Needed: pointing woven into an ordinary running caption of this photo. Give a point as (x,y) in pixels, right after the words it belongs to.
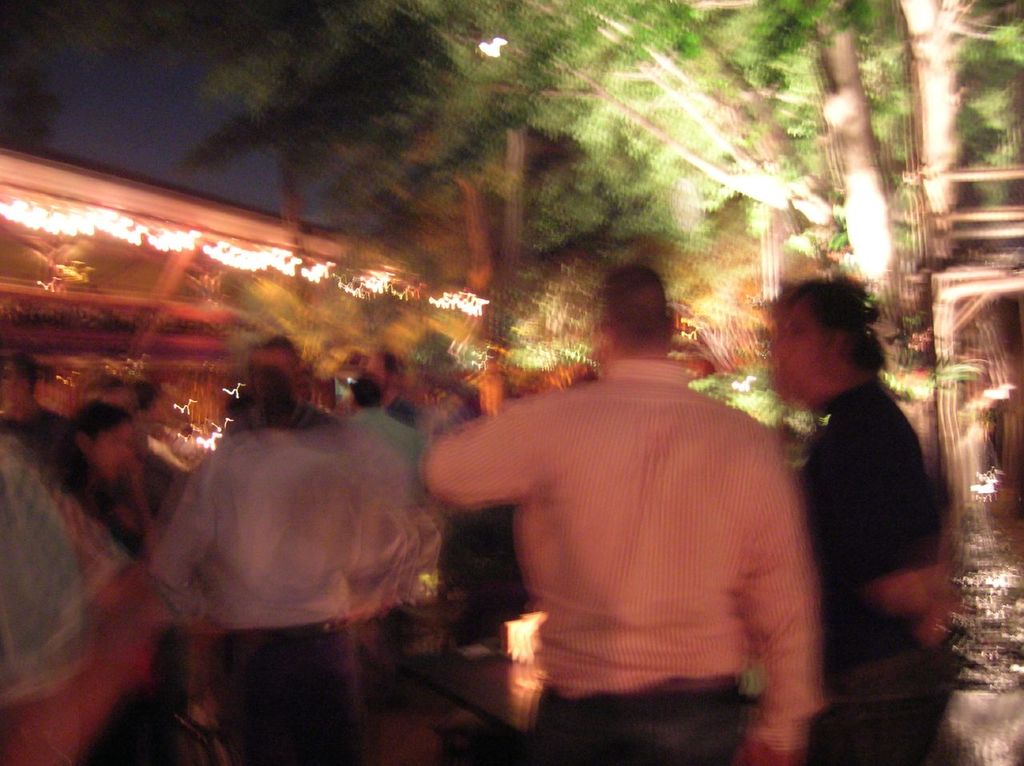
This is a blurred image. We can see there is a group of people (110,443), trees (544,133) and lights (119,227). At the top left corner of the image (107,100), there is the sky (126,95).
